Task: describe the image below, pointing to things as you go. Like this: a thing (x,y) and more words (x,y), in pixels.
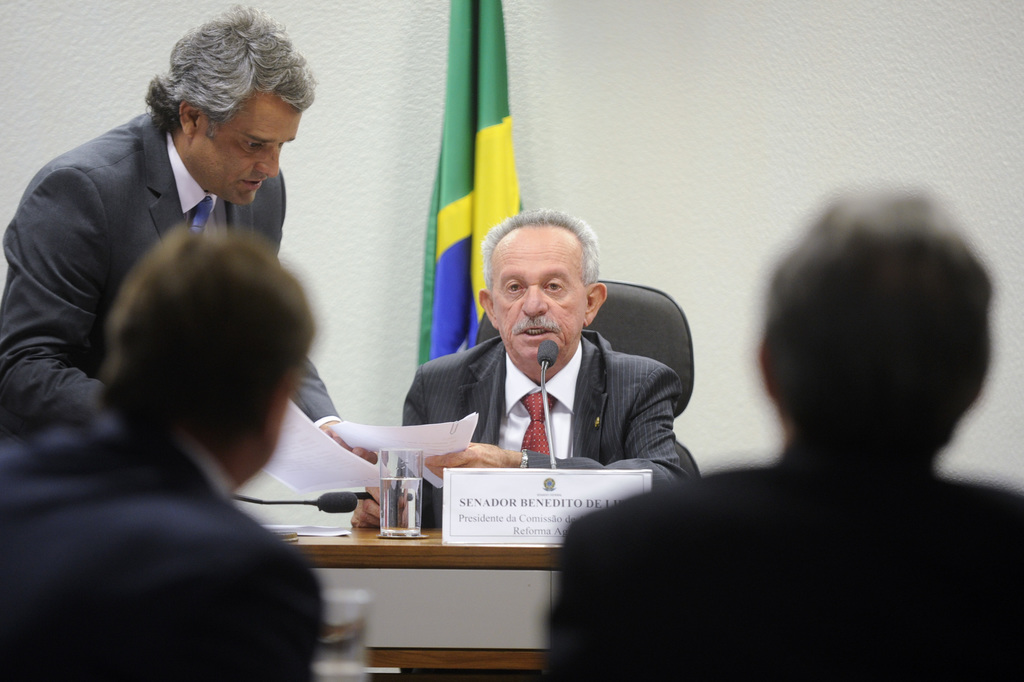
In the picture we can see four people (865,331), one man (522,223) is sitting near the desk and two men (928,574) are sitting opposite to him and one man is standing beside them and giving some papers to him and on the desk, we can see a glass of water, name board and in the background (425,167) we can see the flag (465,137) and the wall (362,167).
